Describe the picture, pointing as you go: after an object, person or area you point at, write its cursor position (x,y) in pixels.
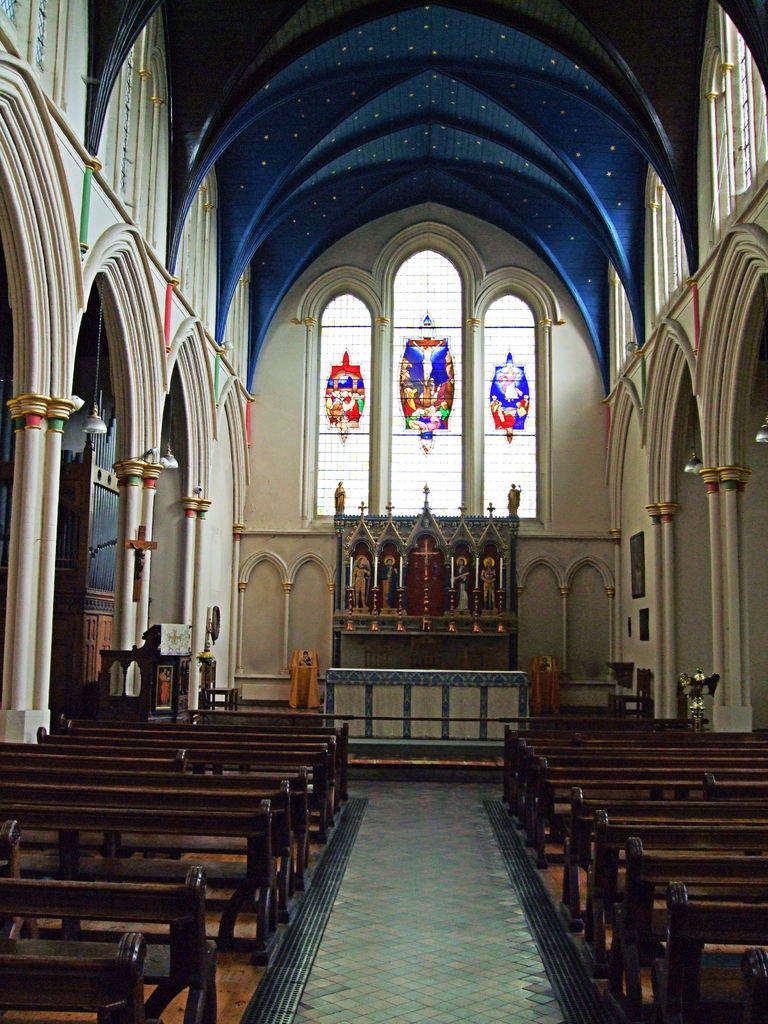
This is an inside view of a building (434,204) and here we can see benches (214,754), boards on the wall (271,588) and we can see some stands (452,607), a cross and some statues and there are pillars (20,464). At the top (460,178), there is a roof (480,121) and at the bottom (421,918), there is a floor (409,944).
